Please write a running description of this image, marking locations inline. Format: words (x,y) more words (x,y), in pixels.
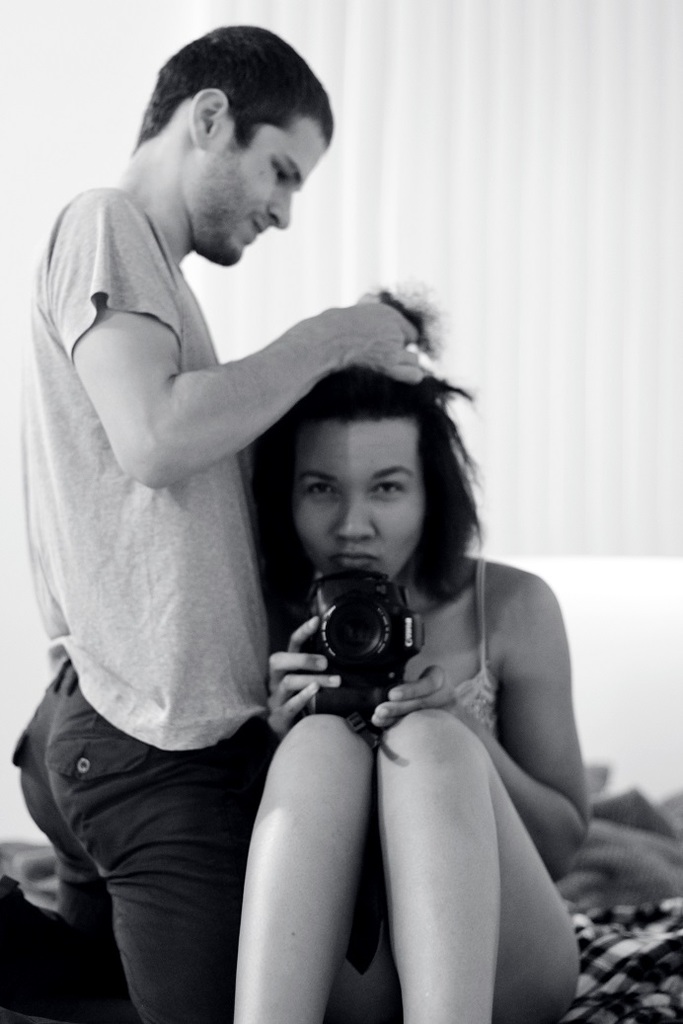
In this image I can see two people (337,551). Among them one person (496,704) is holding the camera (343,590).
